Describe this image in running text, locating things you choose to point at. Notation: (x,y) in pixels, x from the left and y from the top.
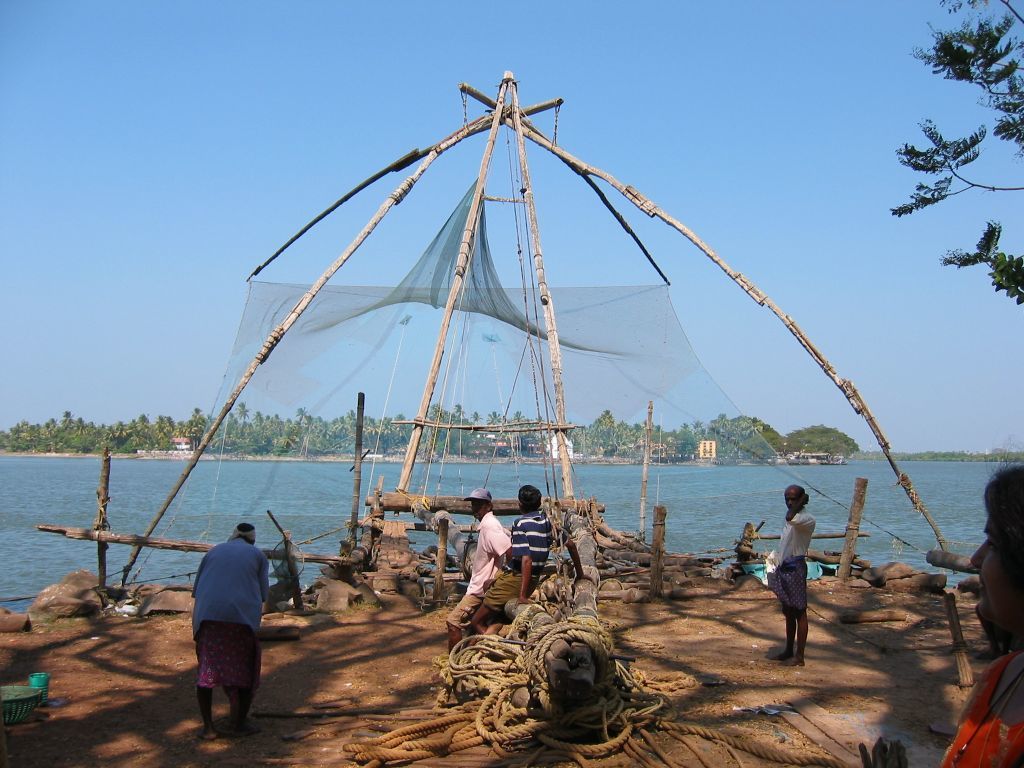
This picture is clicked outside. In the foreground (839,742) we can see the group of people (789,541) standing on the ground (814,721). In the center (527,423) we can see the rope (577,634) and the two people (513,571) seems to be sitting on the wooden objects (590,567) which are placed on the ground (833,668) and we can see the rocks (157,597), bamboo (559,153), ropes (568,625) and the net (524,325). In the background (692,436) we can see the sky (863,273), trees (778,435), water body (349,487) and many other objects (540,437). In the top right corner (989,238) we can see the green leaves (1002,279) of the tree (994,226).
